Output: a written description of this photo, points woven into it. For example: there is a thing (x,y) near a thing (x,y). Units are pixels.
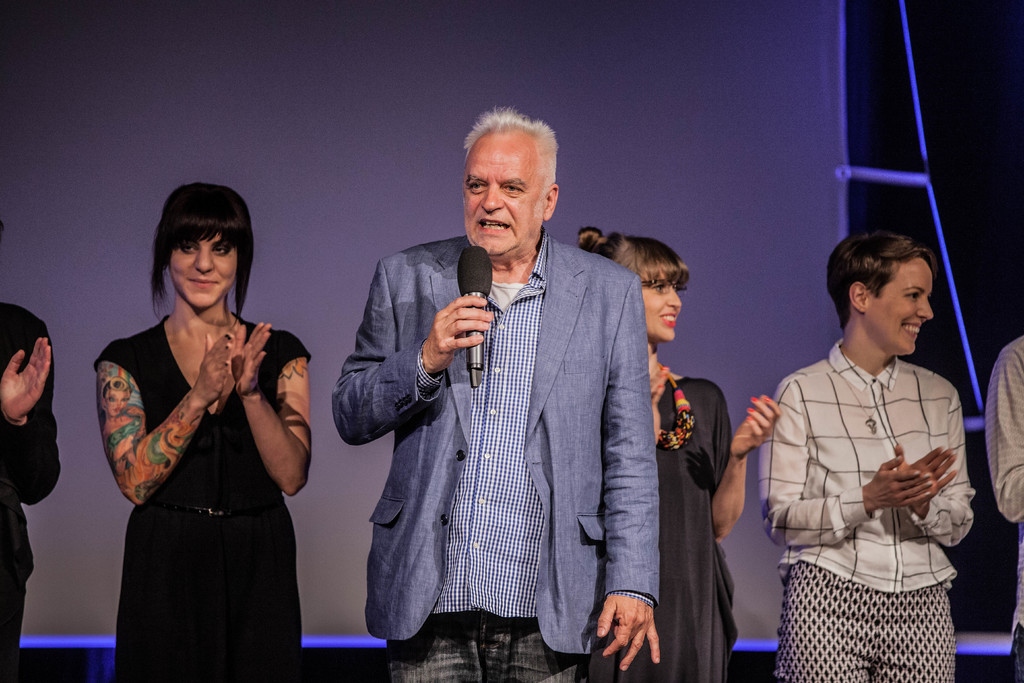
This man (520,264) is standing and speaking in-front of mic (468,267). This persons (4,350) are clapping hands (205,389) and smiling.
